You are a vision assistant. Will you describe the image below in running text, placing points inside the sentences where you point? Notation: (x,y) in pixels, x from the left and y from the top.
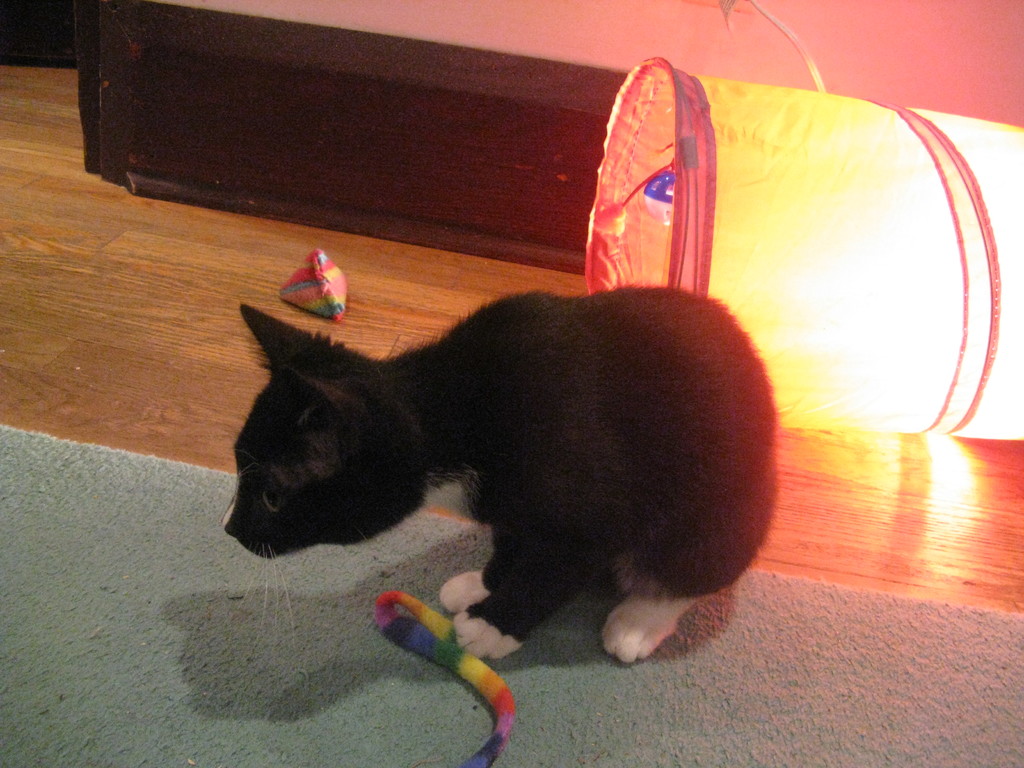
In this image we can see an animal (576,455). There is a mat (771,702) on the floor (352,267). There is an object (486,690) on the mat (556,696). There is an object (324,276) on the floor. There is a lamp (896,226) at the right side of the image (893,218).
